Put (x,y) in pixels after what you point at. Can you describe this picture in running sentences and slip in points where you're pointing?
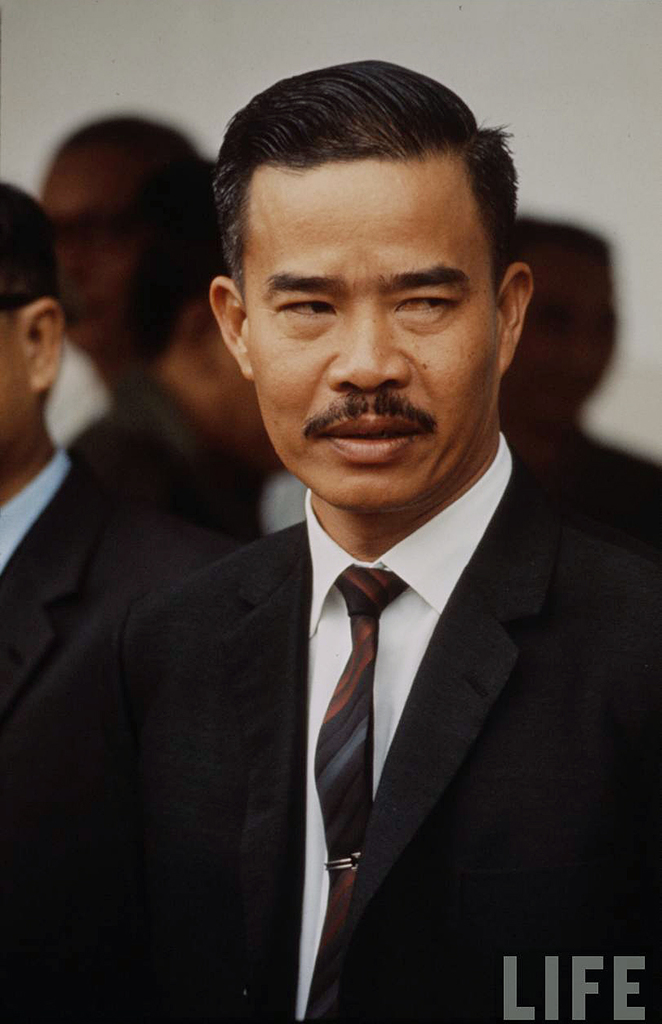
In this picture there is a man (409,1003) with black suit (556,588) is standing. At the back (112,359) there are group of people (5,453). At the bottom right (593,970) there is text (582,997).
